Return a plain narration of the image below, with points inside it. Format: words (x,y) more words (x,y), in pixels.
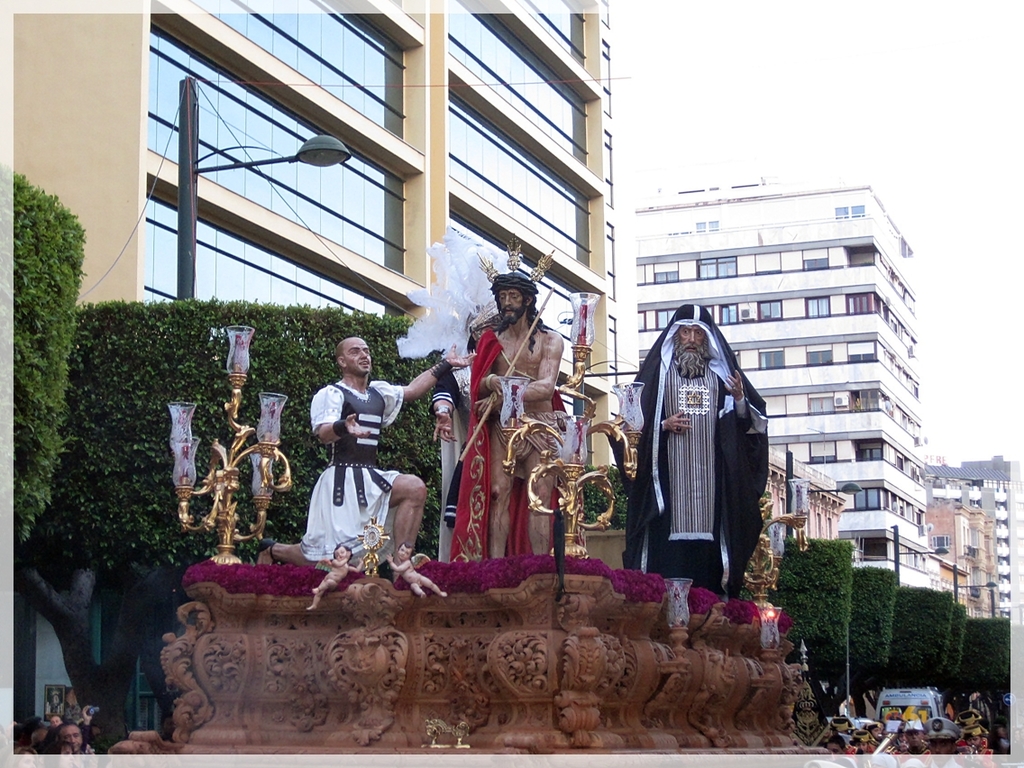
In this image in the center (564,442) there are some statues (326,440), lights (518,427), poles (572,401) and candles (585,334). In the background (188,204) there are some buildings (759,286), poles (190,189), lights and trees (890,632). At the bottom (965,720) there are some people (935,722) who are walking, and also there are some vehicles (906,703).
